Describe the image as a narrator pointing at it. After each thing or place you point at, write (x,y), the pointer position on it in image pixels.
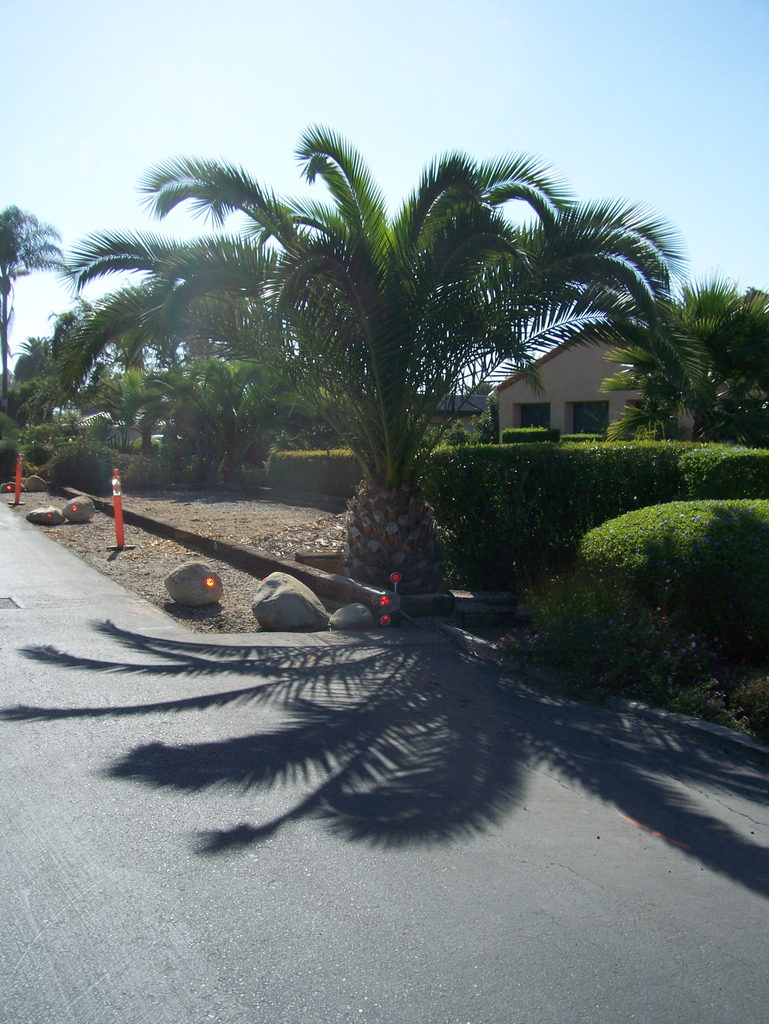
In this picture we can see a few stones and poles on the road (317,638). There is the reflection (317,691) of a tree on the road (216,707). We can see a few trees (351,523) and a house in the background (18,414).
